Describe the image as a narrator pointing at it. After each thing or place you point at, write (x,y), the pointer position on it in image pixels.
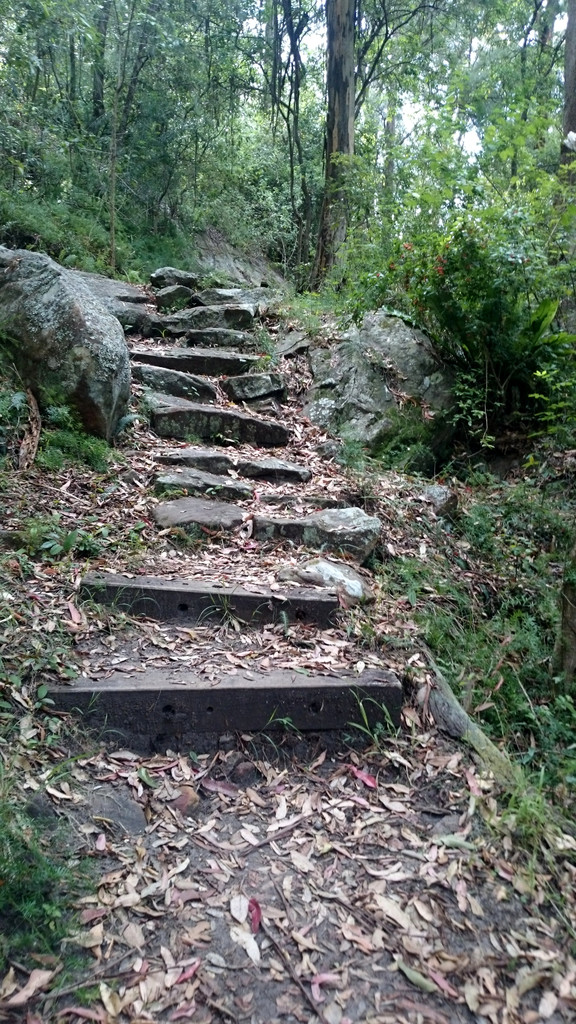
Here in this picture in the middle (254,468) we can see a path (192,653) with steps (215,520) made by rock stones (229,487) present over there and on either side we can see rock stones (107,365) and plants (484,555) and trees (198,152) present all over there.
